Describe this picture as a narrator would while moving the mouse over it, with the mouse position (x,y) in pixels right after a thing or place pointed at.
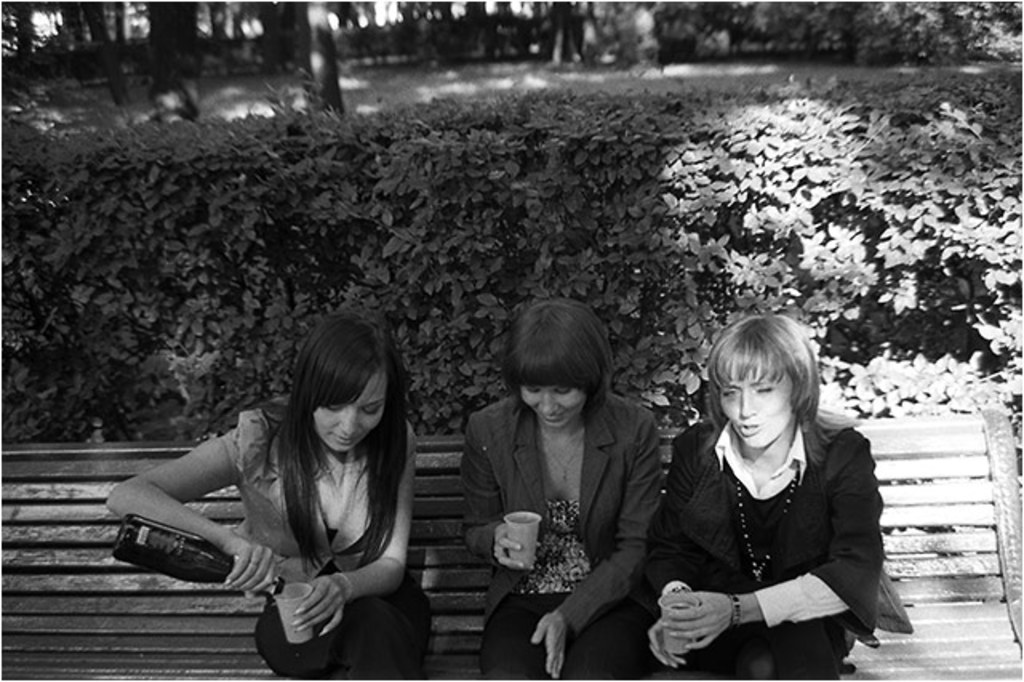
In this picture I can see the bench (75,553) in front (15,515), on which there are 3 women (345,410) sitting and I see that all of them are holding cups (534,526) in their hands (496,557) and the woman (246,469) on the left (235,471) is holding a bottle (195,544) in other hand (258,548). In the background (196,423) I see the plants (12,395) and the trees (22,45) and I see that this is a black and white image.
